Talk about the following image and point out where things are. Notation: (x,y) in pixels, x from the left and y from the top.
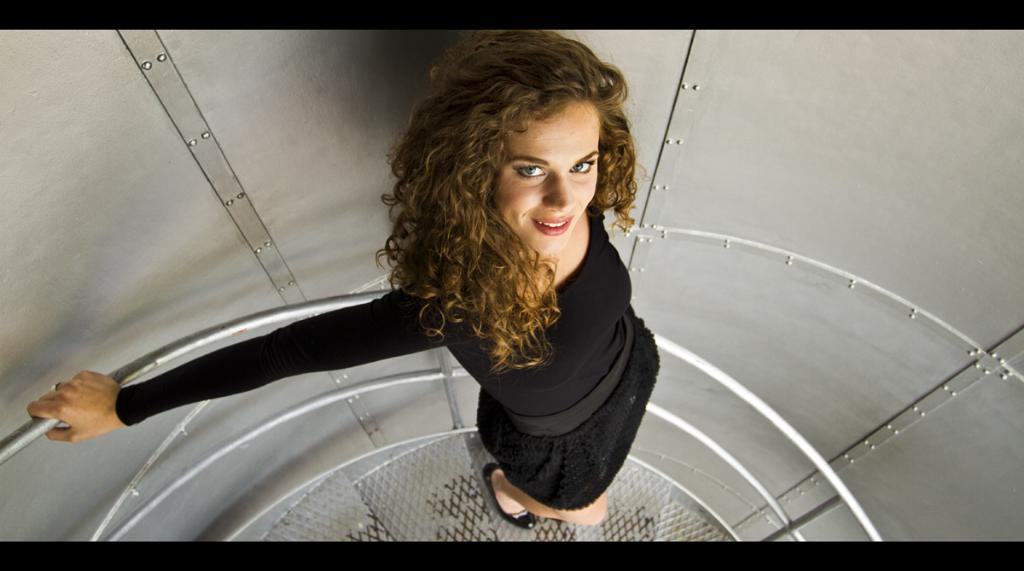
In this image there is a woman (577,400) standing on the staircase (364,500), at the background of the image (59,499) there is a wall (769,293).
